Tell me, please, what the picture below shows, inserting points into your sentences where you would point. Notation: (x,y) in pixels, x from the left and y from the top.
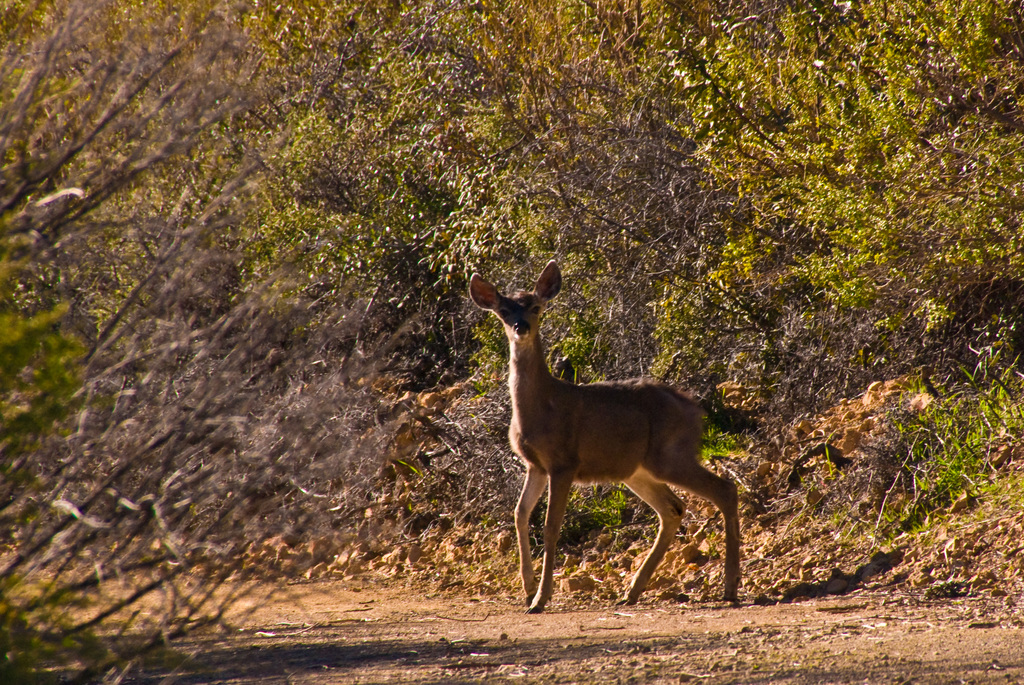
There is a deer (687,435) walking on the road (446,595) on which, there are stones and small sticks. On the left side (177,615), there are dry plants (106,519). On the right side (990,445), there is grass (988,369), there are plants (793,299) and trees (789,115) on the hill (1017,445). In the background (261,192), there are plants (193,180).
